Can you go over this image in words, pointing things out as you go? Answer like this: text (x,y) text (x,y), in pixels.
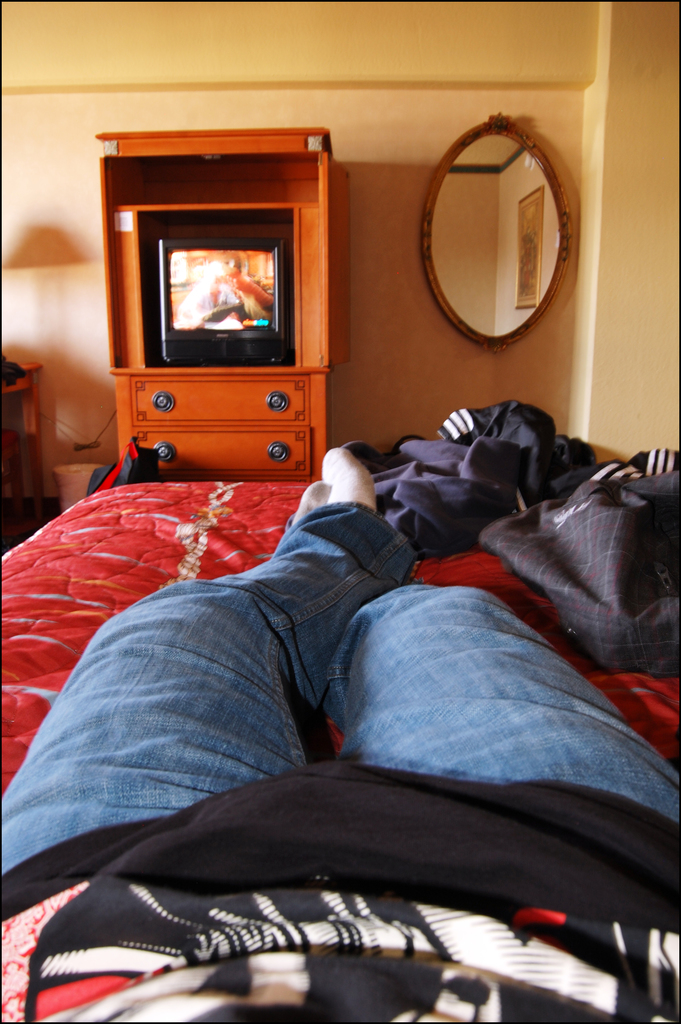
In this picture we can see the legs (253,608) of a person (128,895) and some clothes (475,515) on the bed (91,515). We can see a television (202,343), wooden object (194,450) and some objects (69,491) on the ground (41,497). There is a mirror (529,204) on the wall (27,353). In this mirror (529,204), we can see the reflection (529,204) of a frame (539,250) visible on the wall (507,299). We can see the reflections (15,355) of some objects (51,246) on the wall (25,214).
